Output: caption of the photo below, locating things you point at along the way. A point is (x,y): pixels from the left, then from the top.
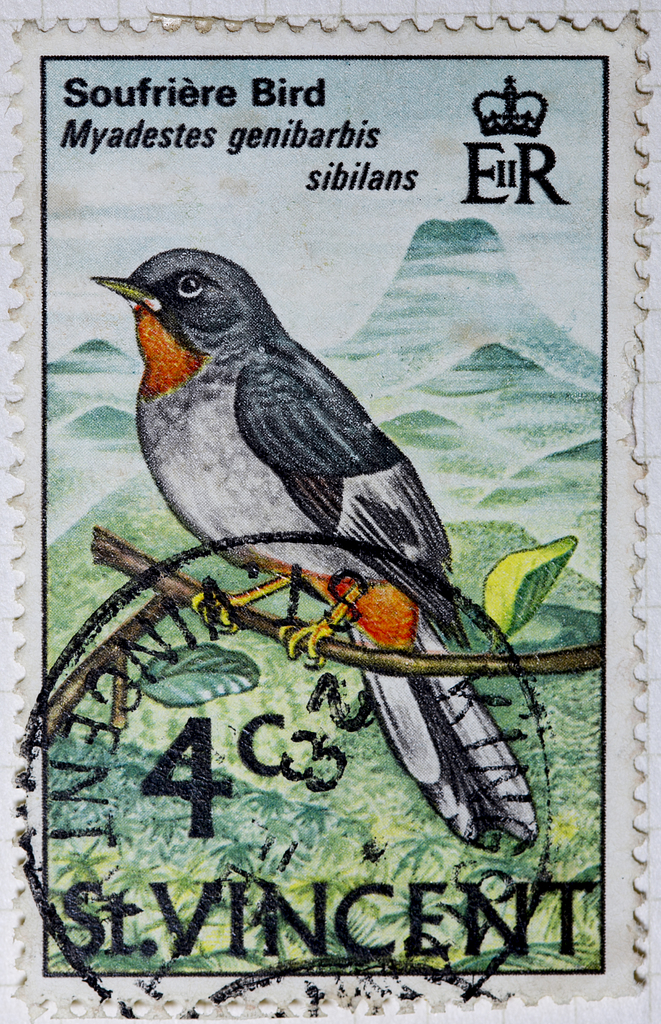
In this picture I can see a postage stamp (583,138), there are words (418,888), numbers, there is a logo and there is an image of a bird (311,572) on the branch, there are hills (196,624) and there is the sky (375,264), on the postage stamp (167,270).
